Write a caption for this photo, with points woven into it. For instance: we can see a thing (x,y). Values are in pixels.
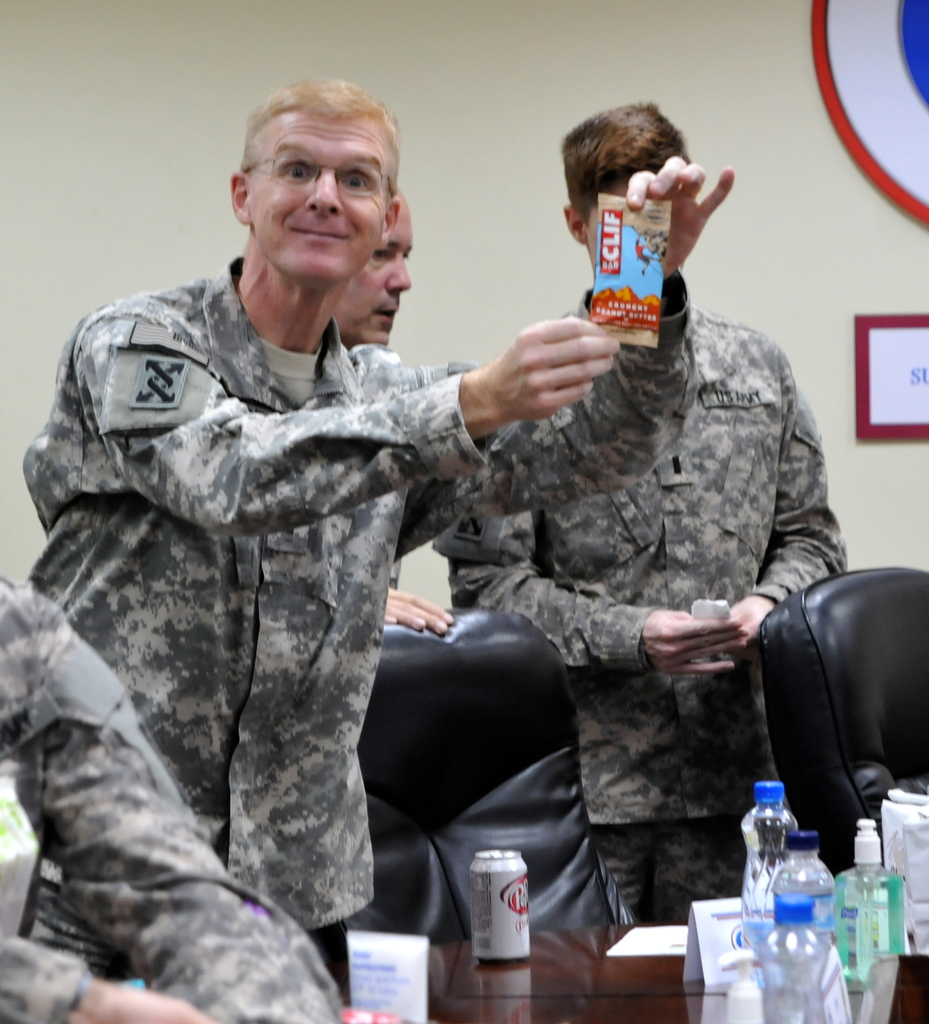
people (294,730) are standing in front of the table (601,965). on the table (594,978) there are pet (789,982), bottles (798,966). behind them there is a wall (296,77). a person (303,527) at the center (317,471) is holding a sachet (619,302) on which Clif is written.
